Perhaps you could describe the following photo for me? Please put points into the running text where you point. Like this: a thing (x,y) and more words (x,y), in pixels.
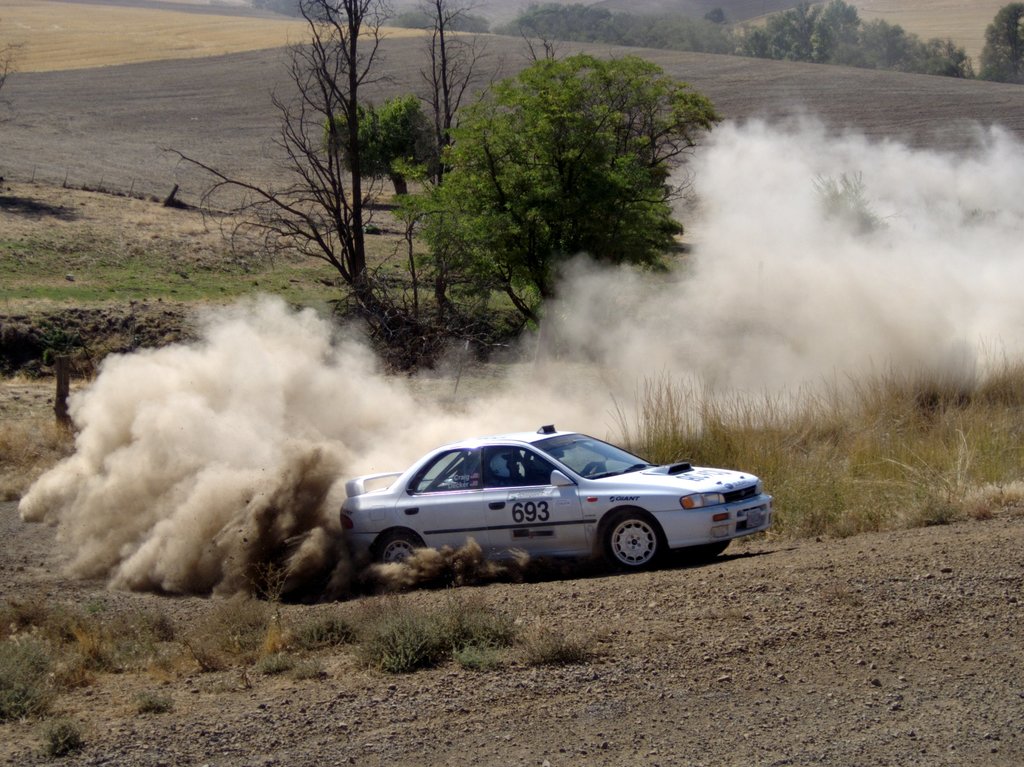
In this picture there is a man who is riding a white car (476,507). Backside of the car (378,559) we can see dust (253,439) and smoke (290,416). In the background (524,327) we can see farmland (125,113), mountain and trees (482,136). In the bottom left corner (10,703) we can see the grass (79,652).
